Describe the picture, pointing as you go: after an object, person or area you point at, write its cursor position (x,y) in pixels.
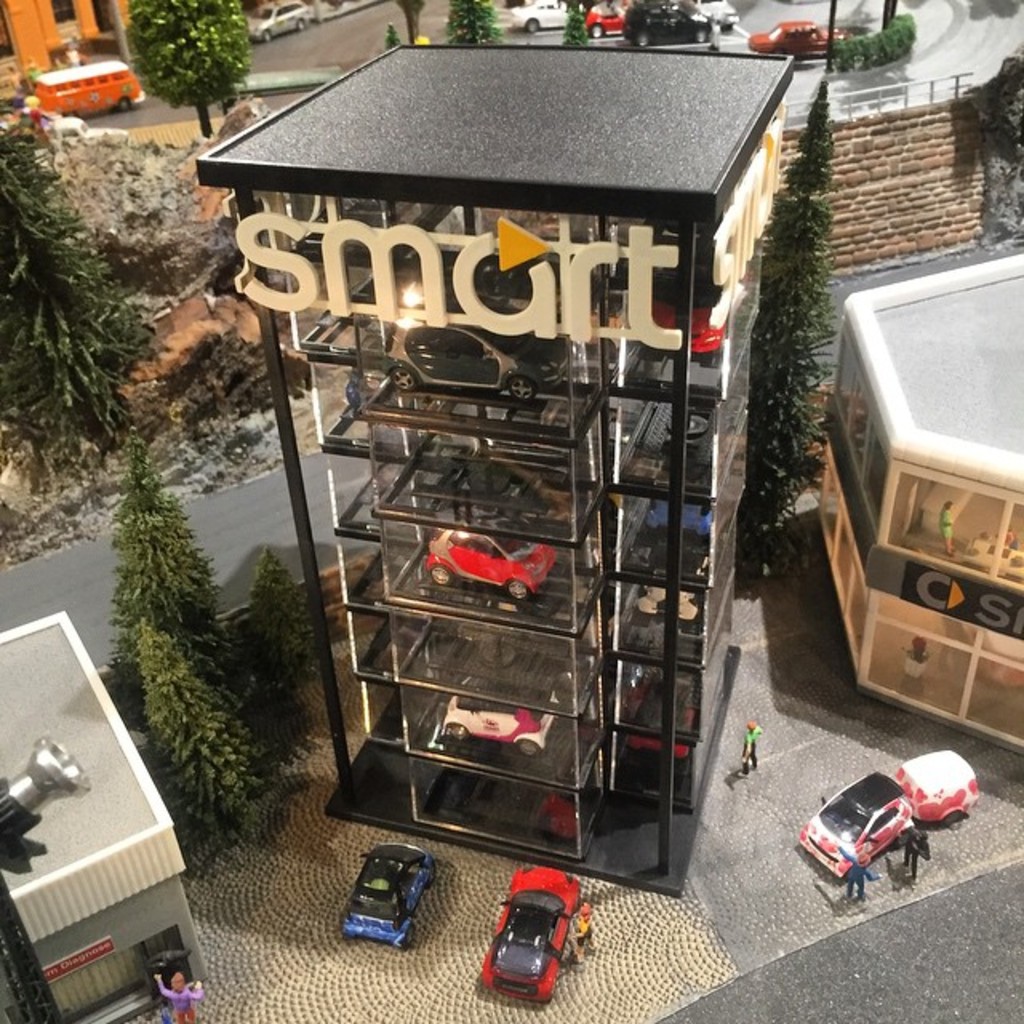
In this picture we can see few cars (538,868) on the road (900,943) and few in the building (471,497), beside to the building (428,519) we can find few trees (209,614) and houses (983,607).
